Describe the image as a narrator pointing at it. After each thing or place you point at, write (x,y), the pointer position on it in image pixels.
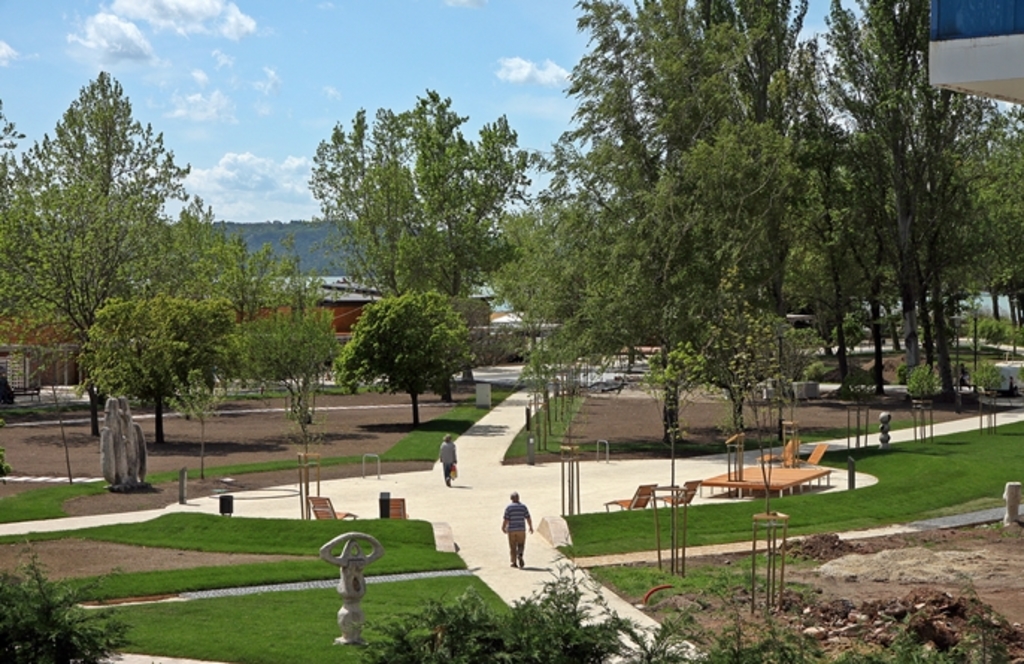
At the bottom (467,486) two persons (449,467) are walking on the path (462,539), we can see grass (292,615) on the ground (243,600), chairs (335,517) and tables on the path (537,537), trees (302,338) and on the left side (181,486) there are objects (135,452) on the ground (288,483). In the background (298,357) there are houses (347,342), trees (690,335) and clouds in the sky (54,85).
